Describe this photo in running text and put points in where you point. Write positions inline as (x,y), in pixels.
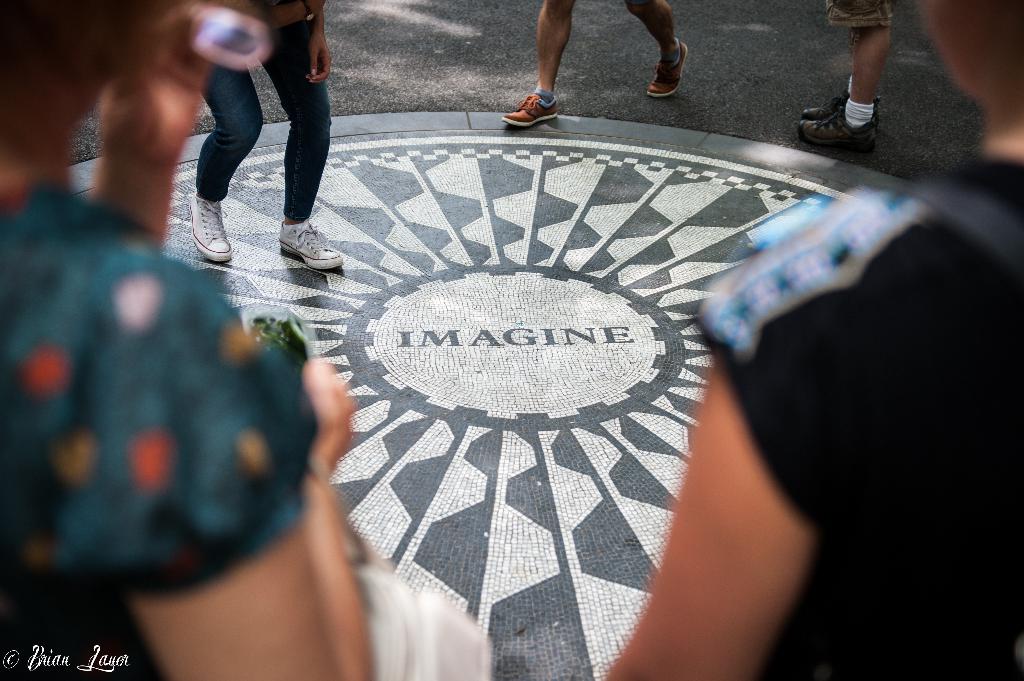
In this image we can see persons (777,362) standing on the road (428,88).
